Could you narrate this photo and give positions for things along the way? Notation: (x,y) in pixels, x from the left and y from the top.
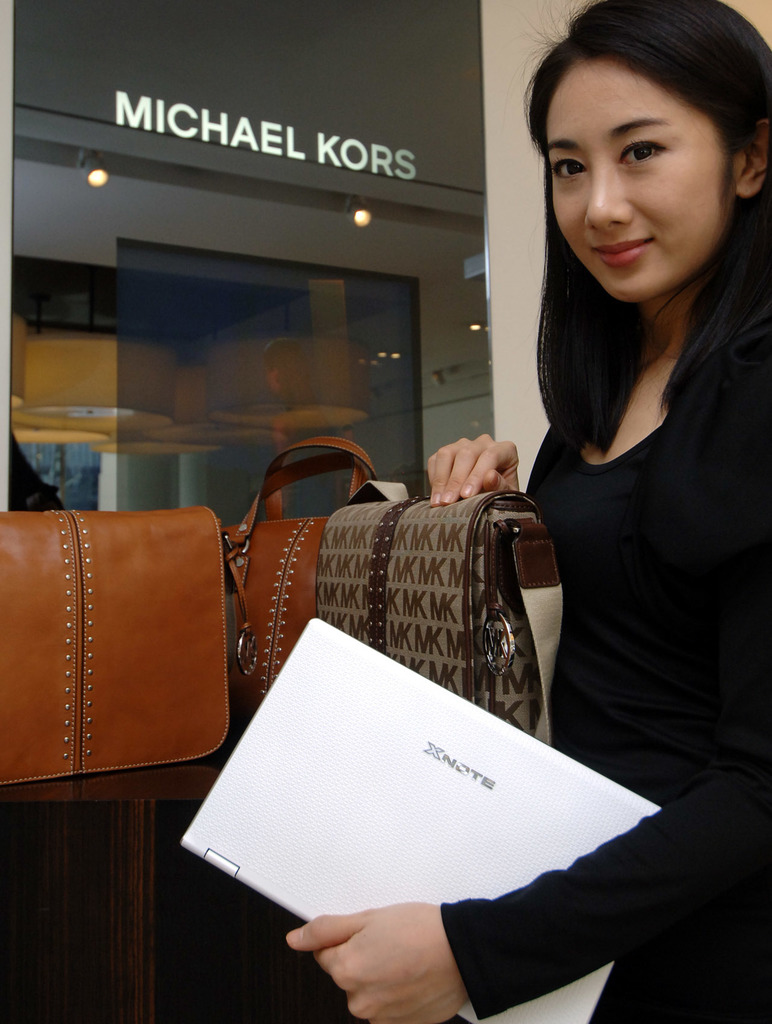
On the right side of a image there is a lady (636,459) standing. She is wearing a black dress (675,663) and holding a laptop (296,841) in her hand (420,907) next to her there are bags (243,634) which are placed on the table (121,796). In the background (302,364) we can see a building (358,243) and lights (102,184) at the top (123,180).
